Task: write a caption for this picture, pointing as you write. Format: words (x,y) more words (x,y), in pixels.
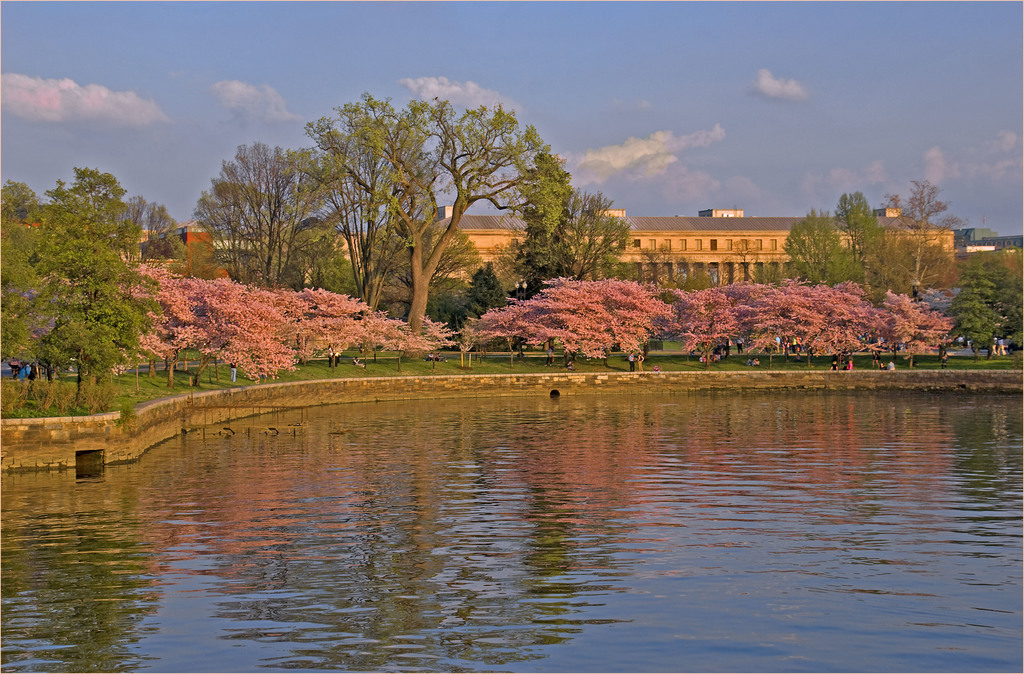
This picture shows water (664,432) and few trees (796,258) and we see a few buildings (730,245) and a blue cloudy sky (696,118) and we see few people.
